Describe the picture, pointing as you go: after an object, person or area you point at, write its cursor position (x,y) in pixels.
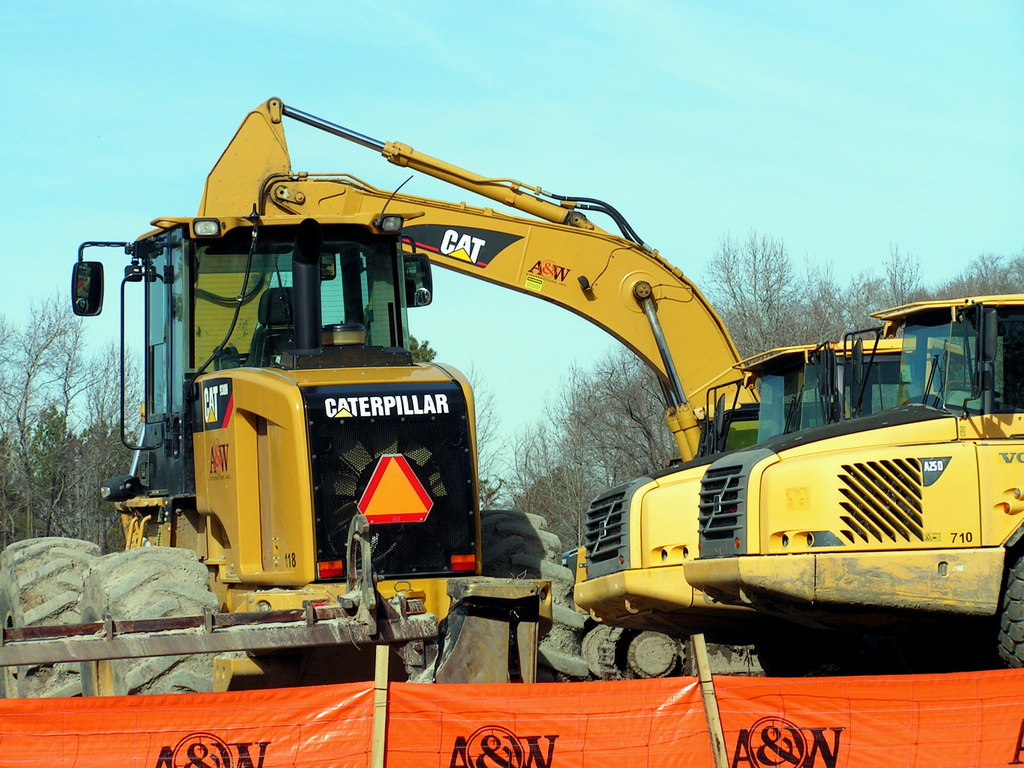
As we can see in the image. In the front (732,443) there is yellow color crane (308,407). In the background (104,445) there are dry trees (69,430). On the top (603,97) there is sky (604,96).
